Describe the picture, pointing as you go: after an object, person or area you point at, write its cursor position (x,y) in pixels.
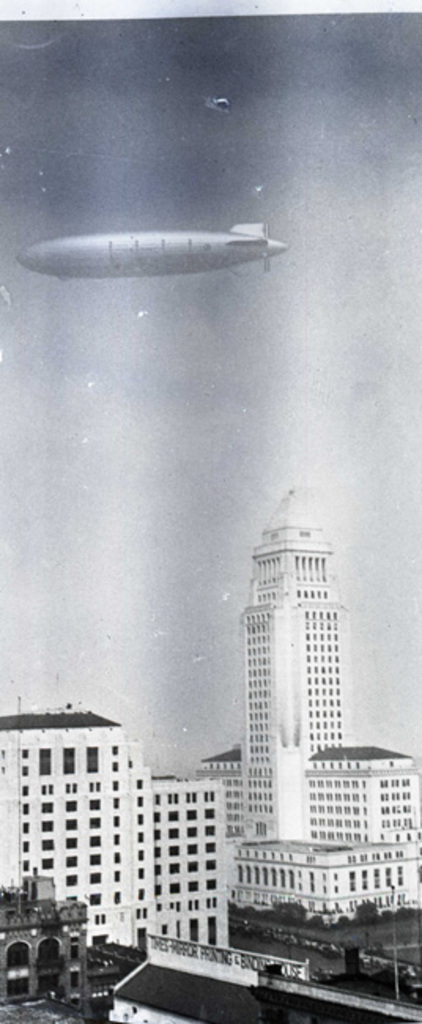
In this picture I can see number of buildings (346,834) in front (365,802) and on the top of this picture (239,232), I can see the airship (245,255) in the sky (384,187) and I see that, this picture is of white and black color.
